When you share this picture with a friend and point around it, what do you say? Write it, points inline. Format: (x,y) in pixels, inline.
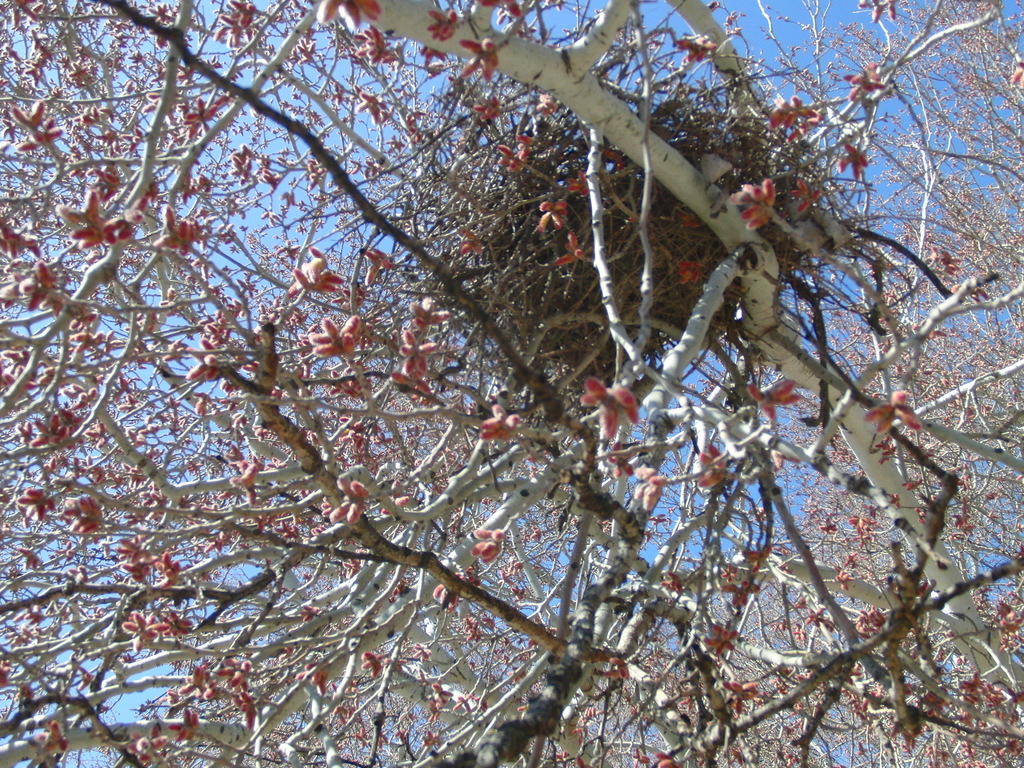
In this picture we can see trees (384,334). In the back (671,405) we can see a sky (266,207).
